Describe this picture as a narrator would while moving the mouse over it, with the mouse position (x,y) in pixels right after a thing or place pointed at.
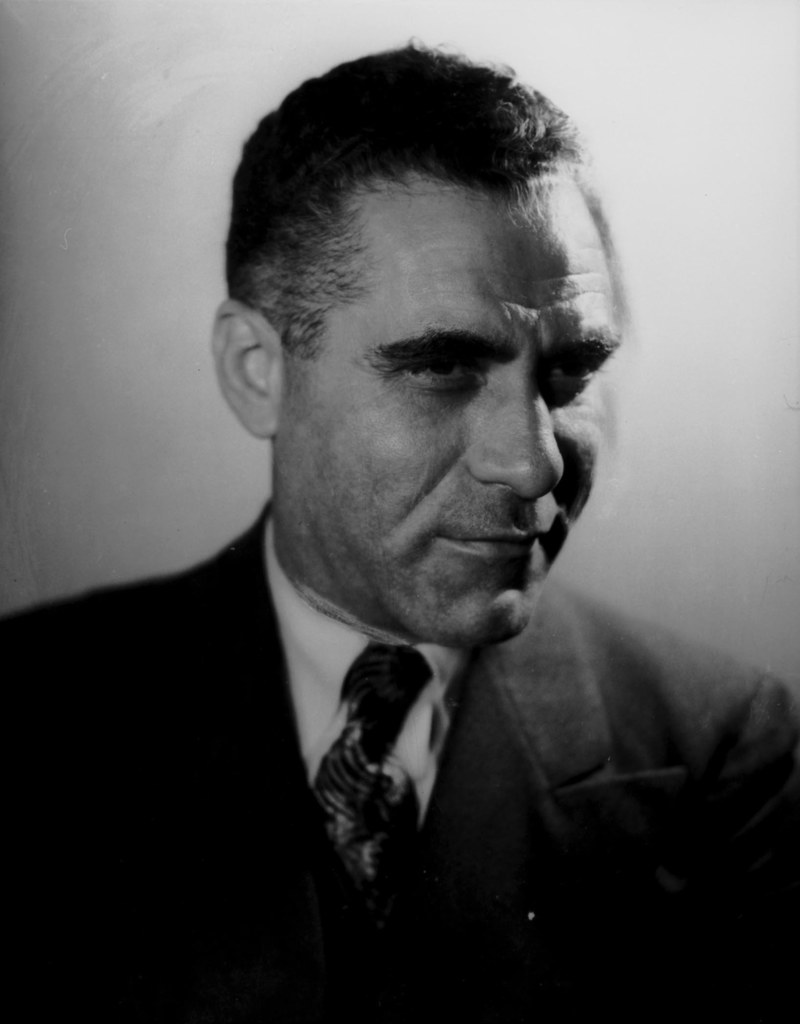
In this image we can see a black and white picture of a person (465,553) and a white background (699,507).
